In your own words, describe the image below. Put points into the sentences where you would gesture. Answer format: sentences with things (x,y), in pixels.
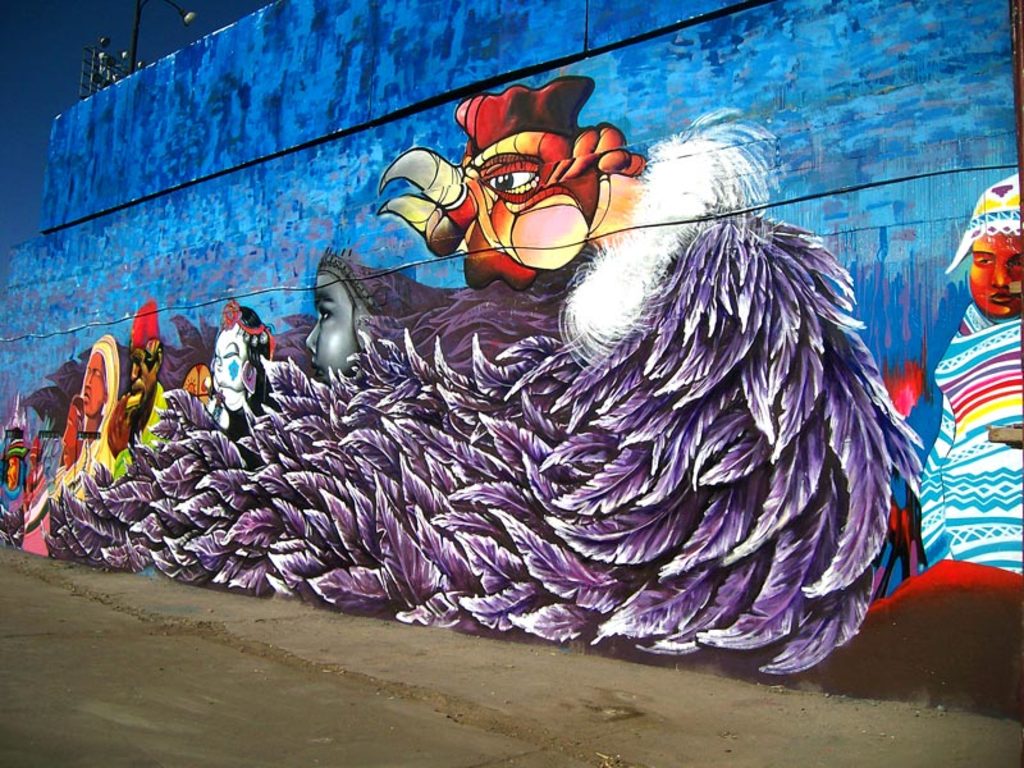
Here I can see some paintings of pictures (423,209) on a wall (486,171). In this painting (431,484), I can see the leaves (553,480), persons (265,354) and animals (485,205). At the bottom (369,691), I can see the road (397,708). In the top left-hand corner (76,48), I can see the sky (77,51).
